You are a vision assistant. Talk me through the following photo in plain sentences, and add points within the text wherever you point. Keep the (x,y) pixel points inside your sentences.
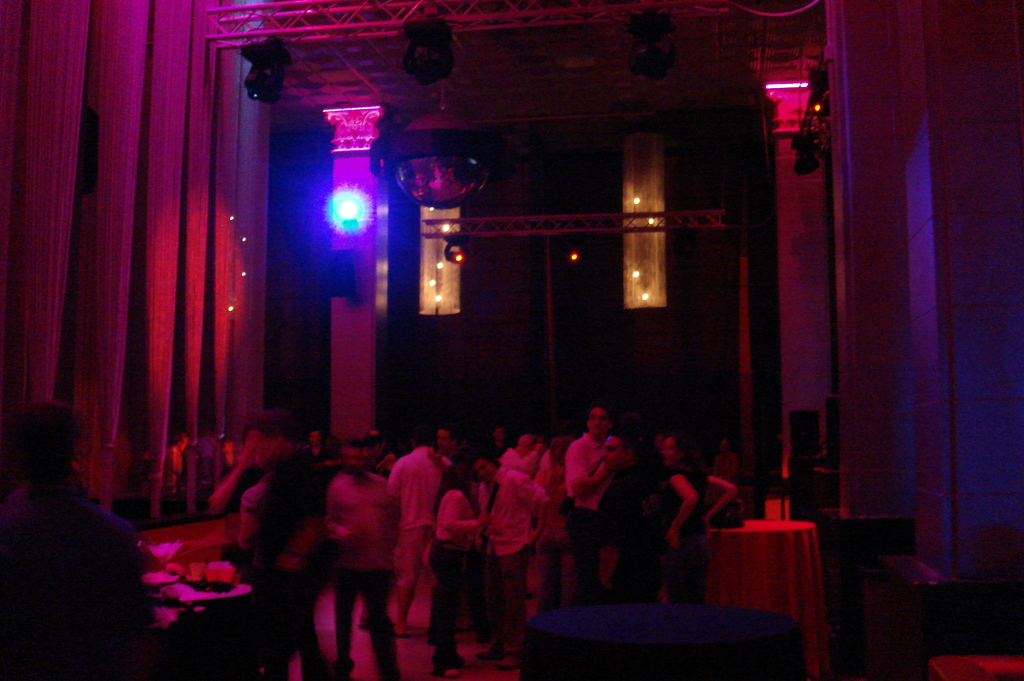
In this image we can see people (503,504) standing on the floor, electric lights (442,234), grills (421,224) and food (205,582) placed on the table (232,599).
